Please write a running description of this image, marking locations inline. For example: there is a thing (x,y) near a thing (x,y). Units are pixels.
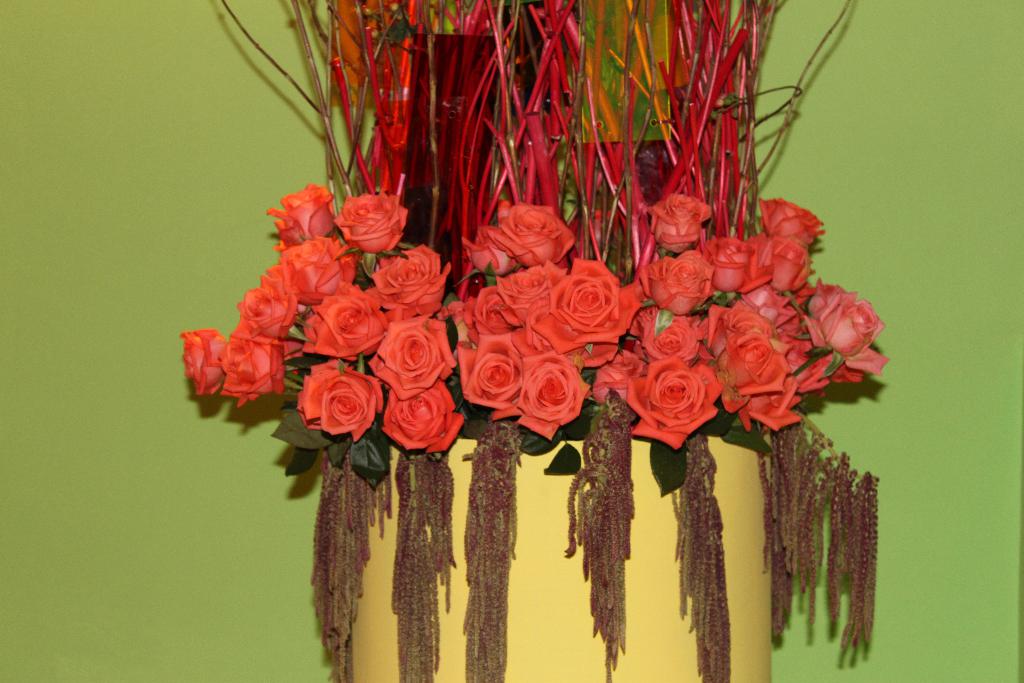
In this picture, it seems to be a flower vase (447,635) in the center of the image (502,319).
